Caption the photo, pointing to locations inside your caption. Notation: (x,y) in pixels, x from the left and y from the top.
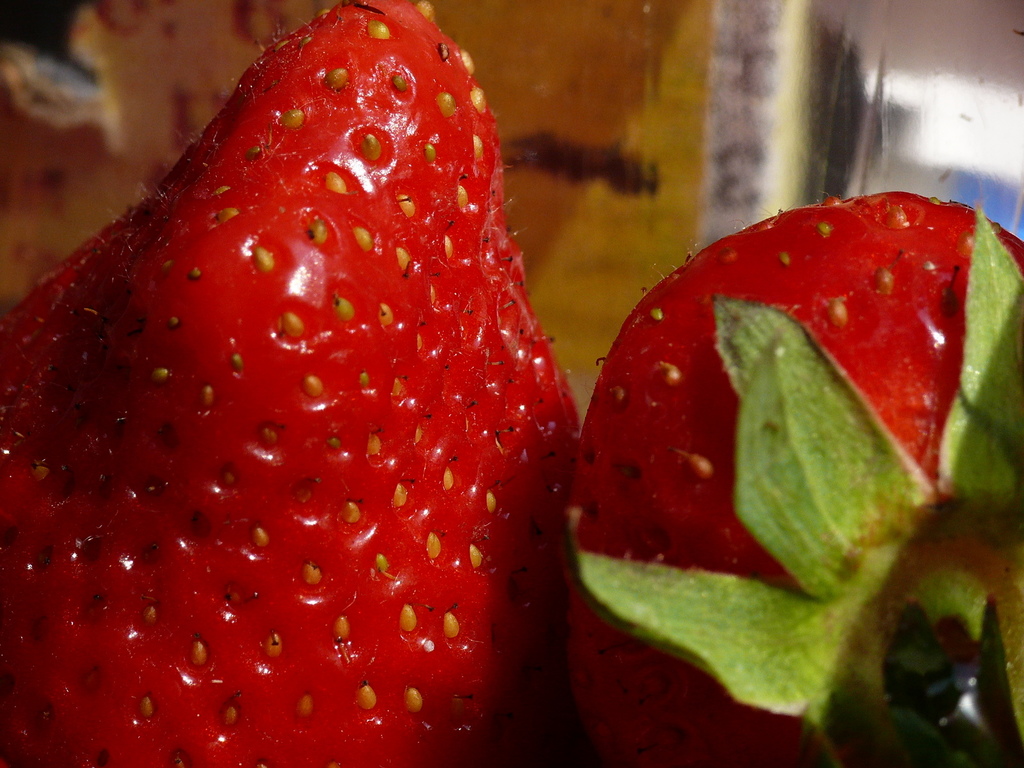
In the image there are two berries (455,489) and the background (173,28) is blurry.
